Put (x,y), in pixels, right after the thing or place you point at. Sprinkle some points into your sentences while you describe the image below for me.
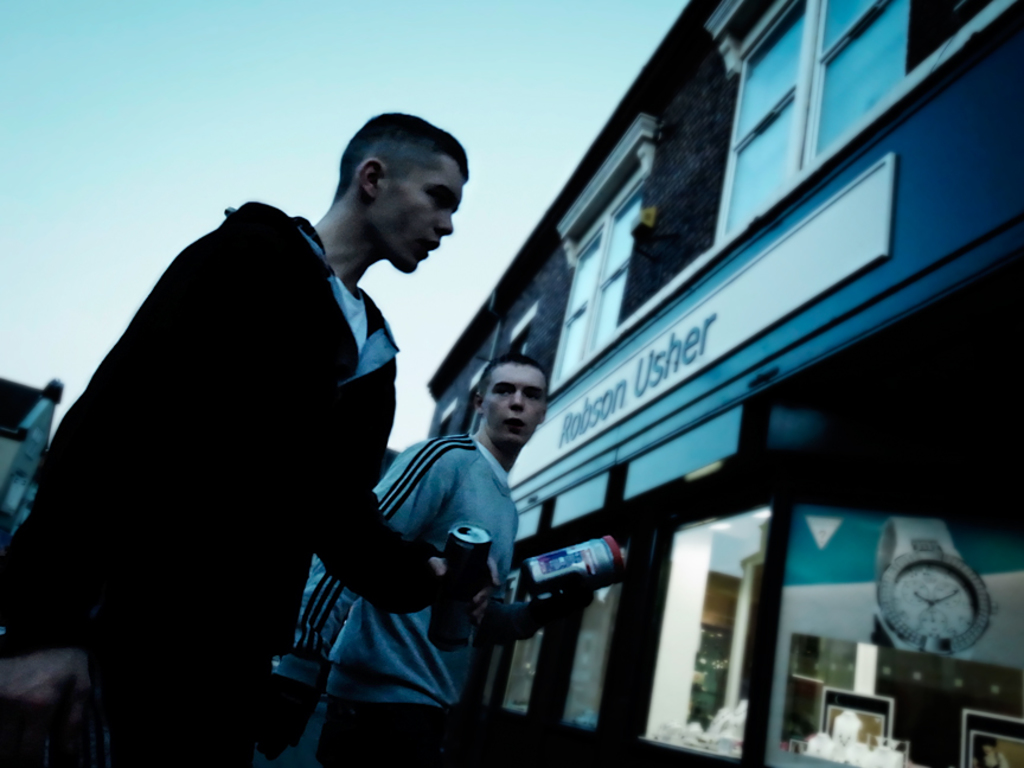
In the image there are two men (249,591) holding cans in their hands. In front of them there is a store (750,191) with walls (648,591), glass windows (575,263), glass walls (702,541) with posters (835,626). On the left corner of the image (15,456) there is a building (24,446).
